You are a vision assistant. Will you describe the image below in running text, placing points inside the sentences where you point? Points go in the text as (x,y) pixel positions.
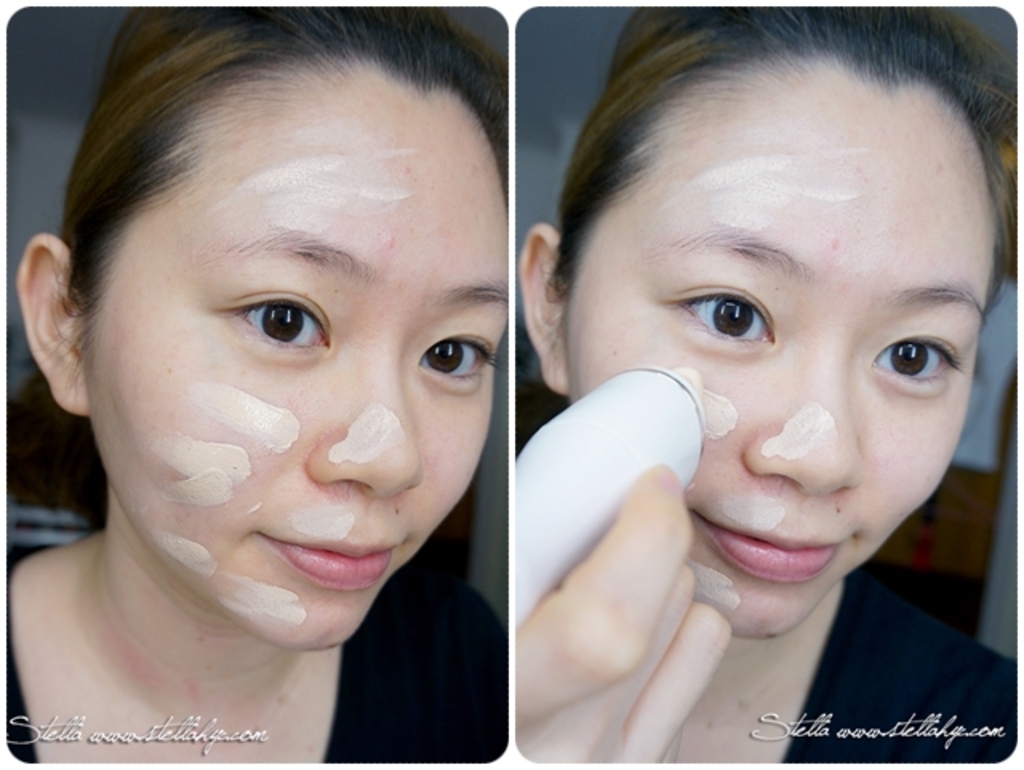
In this image there are 2 images at the left (320,371) and right. In the left (260,663) image a person (390,641) is present wearing a black t shirt (404,614) and there is cream (270,419) on her face (406,145). In the right (812,717) image she is blending the cream (707,410) with a tool (592,513).
